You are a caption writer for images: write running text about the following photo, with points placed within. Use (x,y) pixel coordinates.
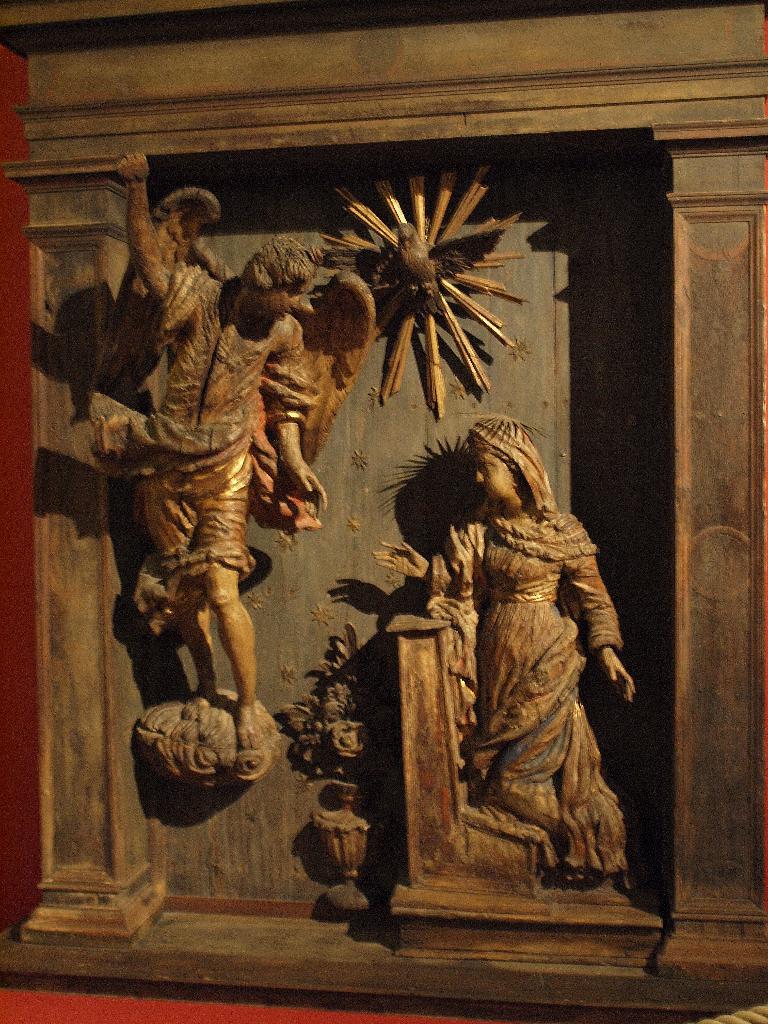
In this image I see the wall (452,359) on which there are sculptures (137,203) which are of brown in color and I see the red color wall (8,502) over here.
